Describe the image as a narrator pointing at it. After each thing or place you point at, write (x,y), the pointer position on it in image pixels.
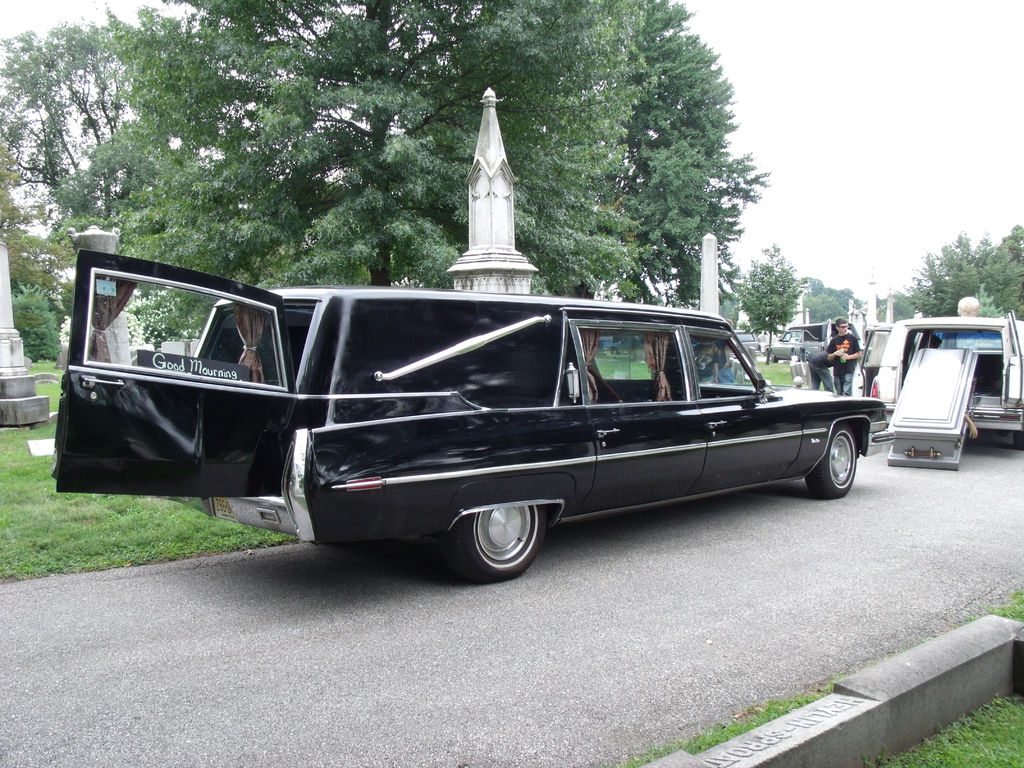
In this picture I can see vehicles (495,557) on the road (27,645), there are group of people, those are looking like poles (891,302), there are trees (417,233), and in the background (800,130) there is sky (833,137).
